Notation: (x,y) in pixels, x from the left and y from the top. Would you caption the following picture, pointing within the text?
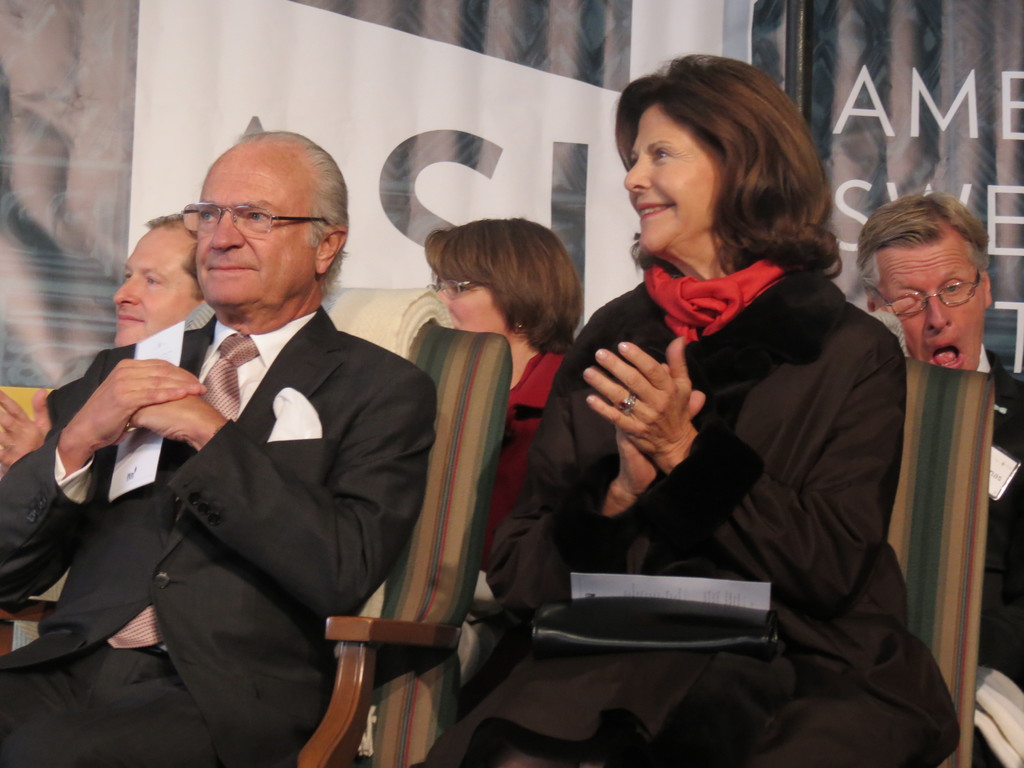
In this picture there are people (669,251) sitting on chairs (936,499). In the background of the image (406,144) we can see text (971,87).
